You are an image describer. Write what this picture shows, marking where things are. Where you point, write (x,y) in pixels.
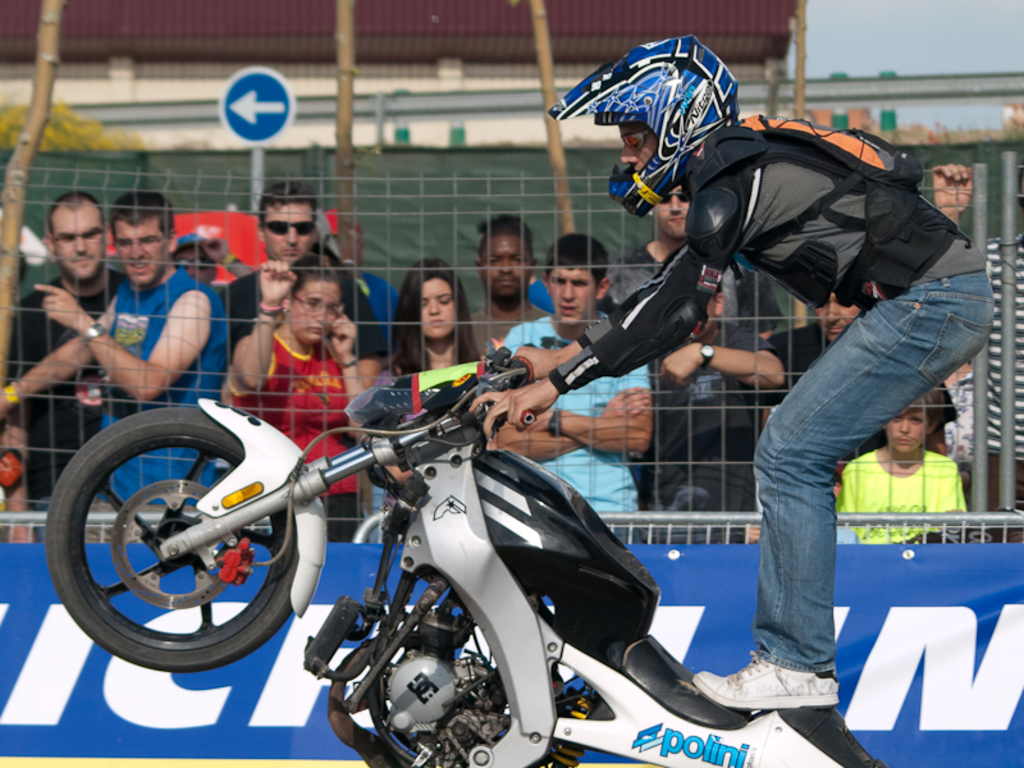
In this picture we can see a person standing on a bike (399,611) and in the background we can see a fence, persons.
